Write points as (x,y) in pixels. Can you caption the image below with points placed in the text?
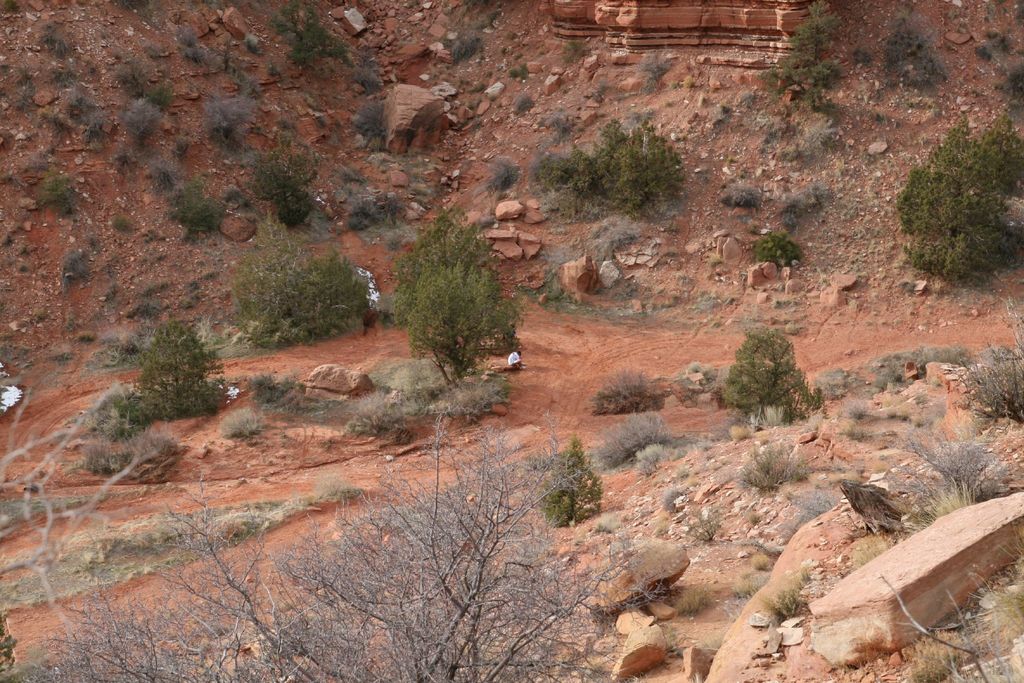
In this image, we can see plants (170,661), trees (172,336) and stones (635,582). At the top of the image (606,103), we can see a hill (279,57).
